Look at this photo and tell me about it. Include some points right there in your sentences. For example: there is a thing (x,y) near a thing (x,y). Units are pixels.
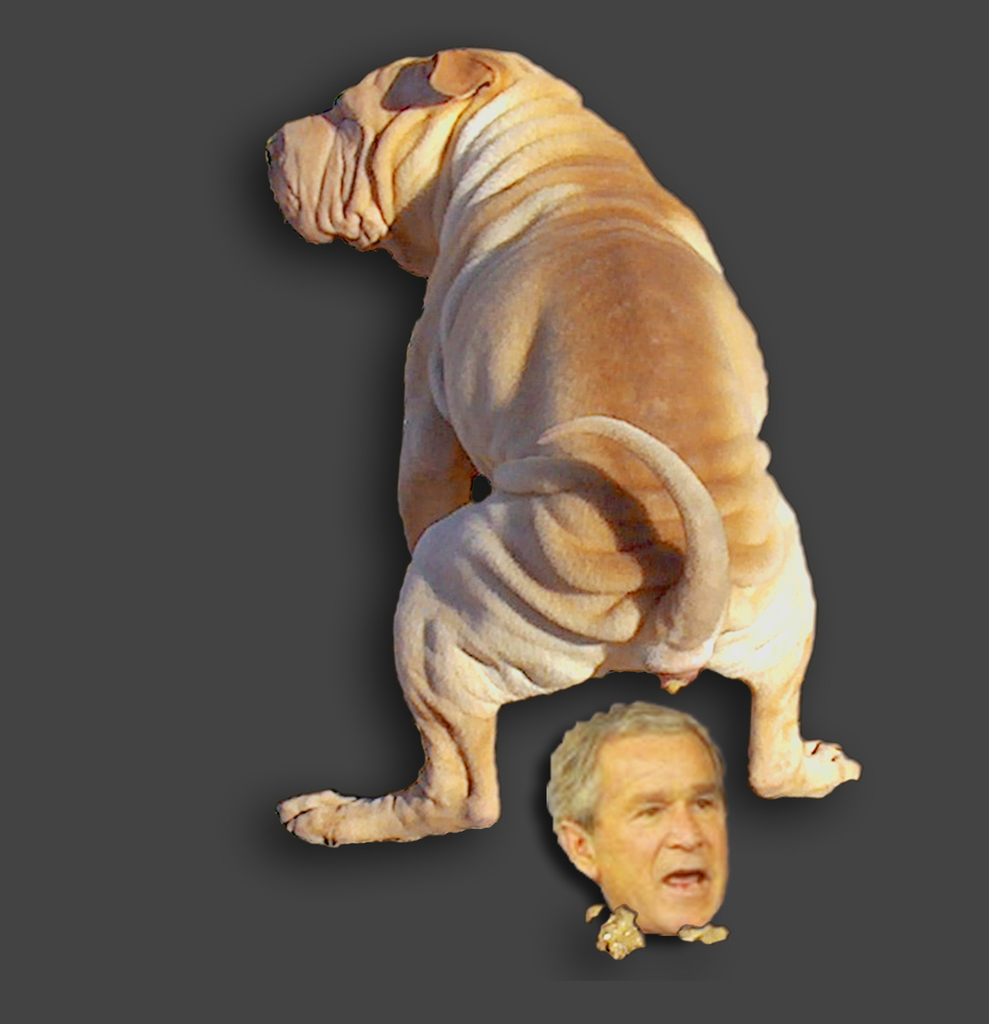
This is an edited image. In the center of the picture (543,436) there is a dog (608,586). At the bottom (608,838) there is a person's face (659,847).
